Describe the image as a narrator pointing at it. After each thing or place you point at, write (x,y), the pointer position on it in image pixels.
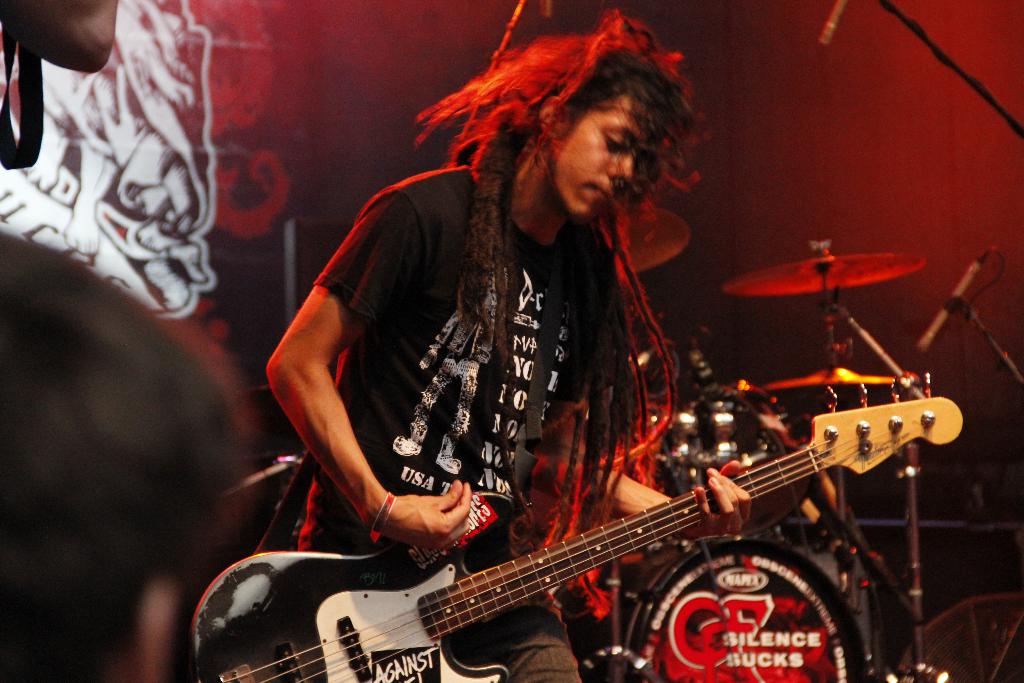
In this image i can see a man (376,414) playing guitar (560,566) at the back ground (825,314) i can see a musical instrument (834,373) and a wall (709,298).
